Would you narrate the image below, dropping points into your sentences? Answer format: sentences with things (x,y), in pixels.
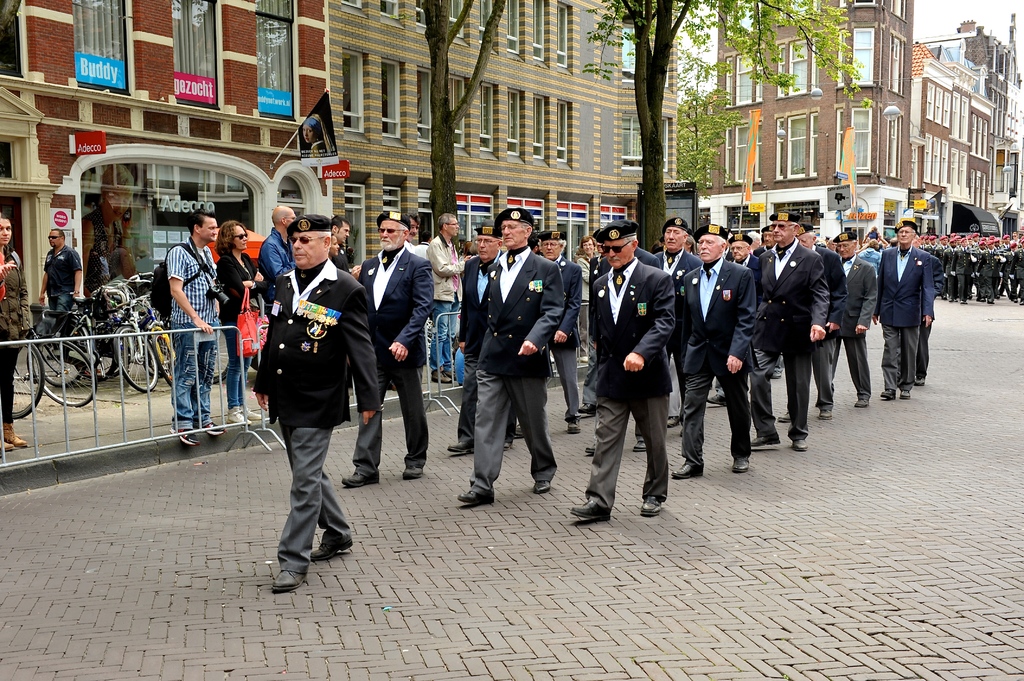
In this picture there are few persons (675,354) wearing suit (703,345) are walking and there is a fence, few persons (193,269), bicycles (117,297) and buildings (94,272) in the left corner (125,239) and there are few persons (982,253) and buildings (970,149) in the right corner (961,124).
